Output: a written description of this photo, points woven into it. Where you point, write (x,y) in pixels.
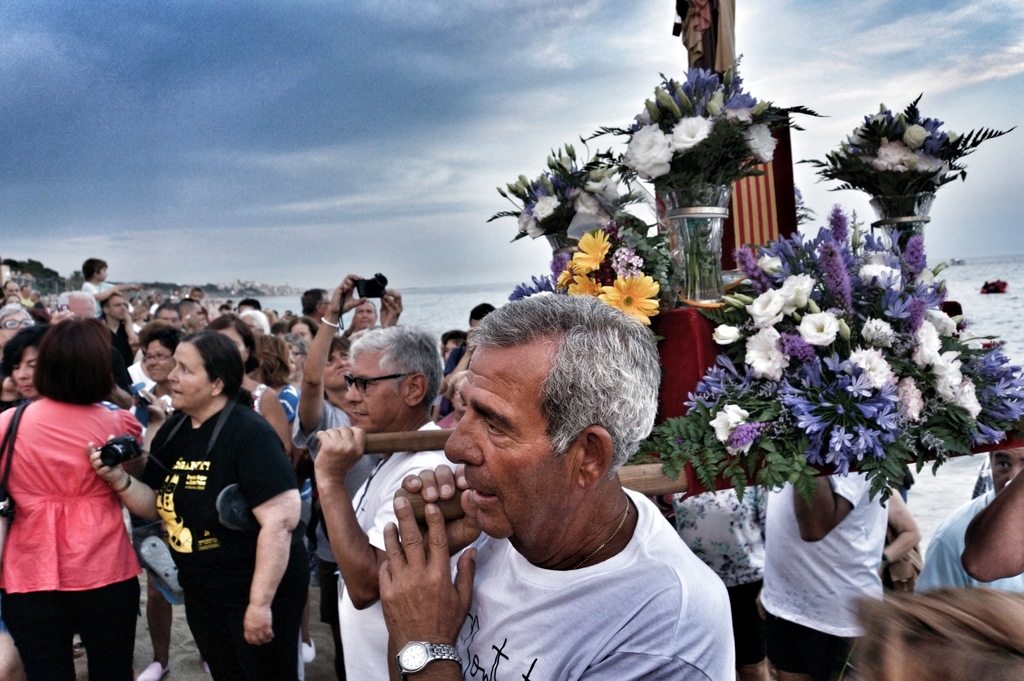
In the given image i can see a people (566,409) carrying wooden object (662,325) included with flower bouquets (864,391) and i can also see a people (260,353) holding cameras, water (287,298) and sky (312,115).
